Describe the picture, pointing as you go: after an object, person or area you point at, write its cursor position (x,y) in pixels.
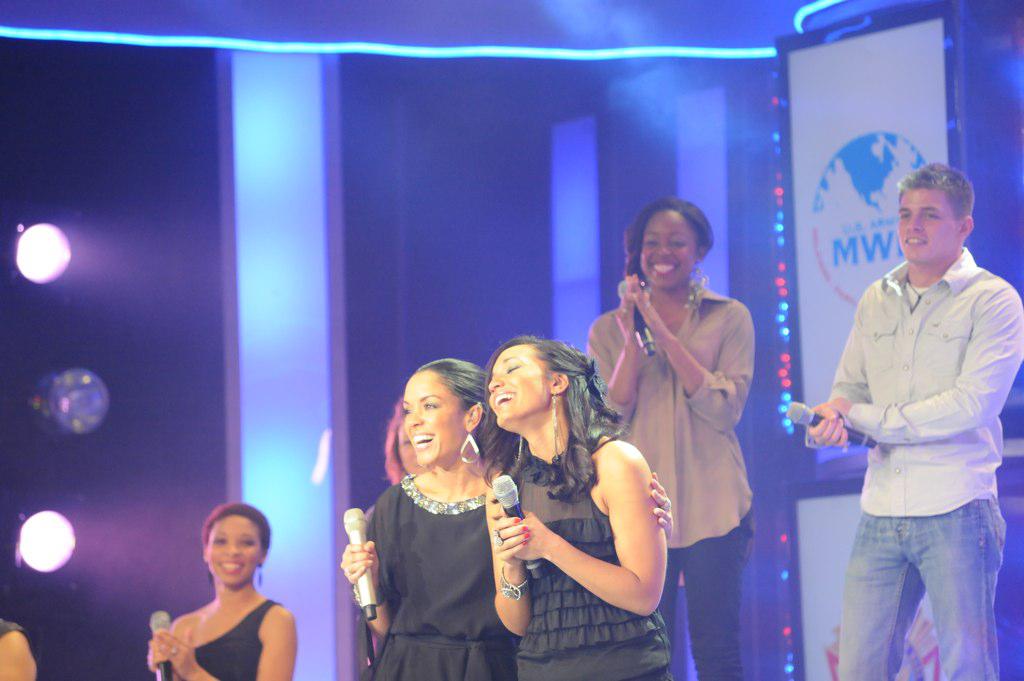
In this image we can see there are people (513,431) standing and holding a microphone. At the back (788,302) we can see there are photo frames (808,372) with logo (836,217) and text (885,255) and there are lights (271,273) attached to the wall (502,301).
